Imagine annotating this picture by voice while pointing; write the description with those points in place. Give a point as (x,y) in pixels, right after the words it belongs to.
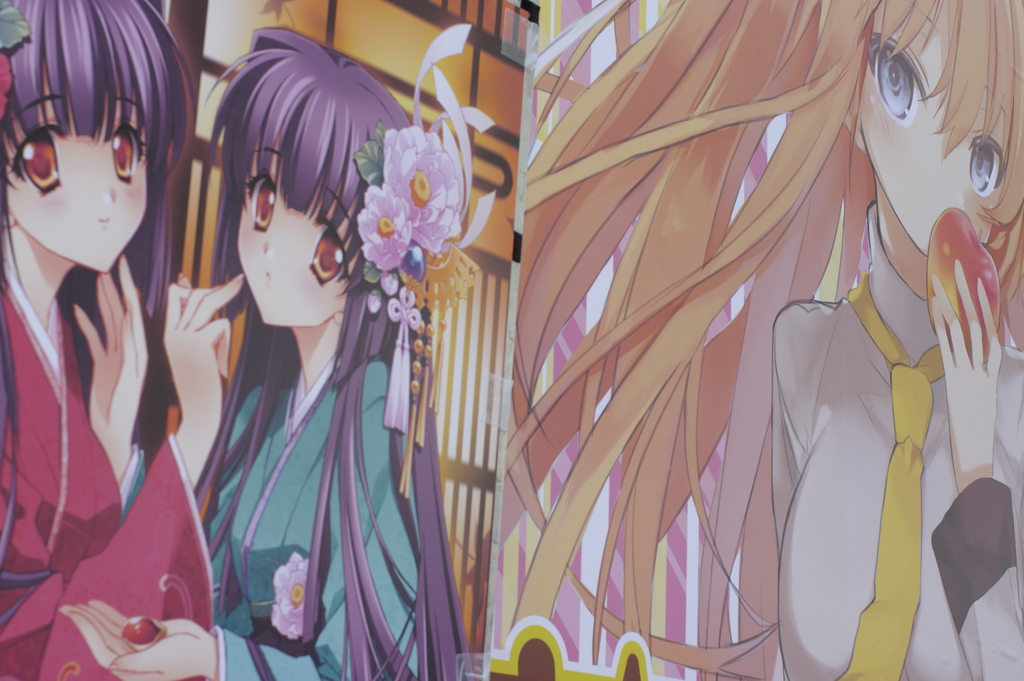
In this image I can see the animation picture of three women (536,349) who are wearing pink, green and white colored dresses (235,538). I can see their hair (322,125) are violet and yellow in color and I can see one of the woman (901,379) is holding a fruit (969,334) in her hand (978,348).
